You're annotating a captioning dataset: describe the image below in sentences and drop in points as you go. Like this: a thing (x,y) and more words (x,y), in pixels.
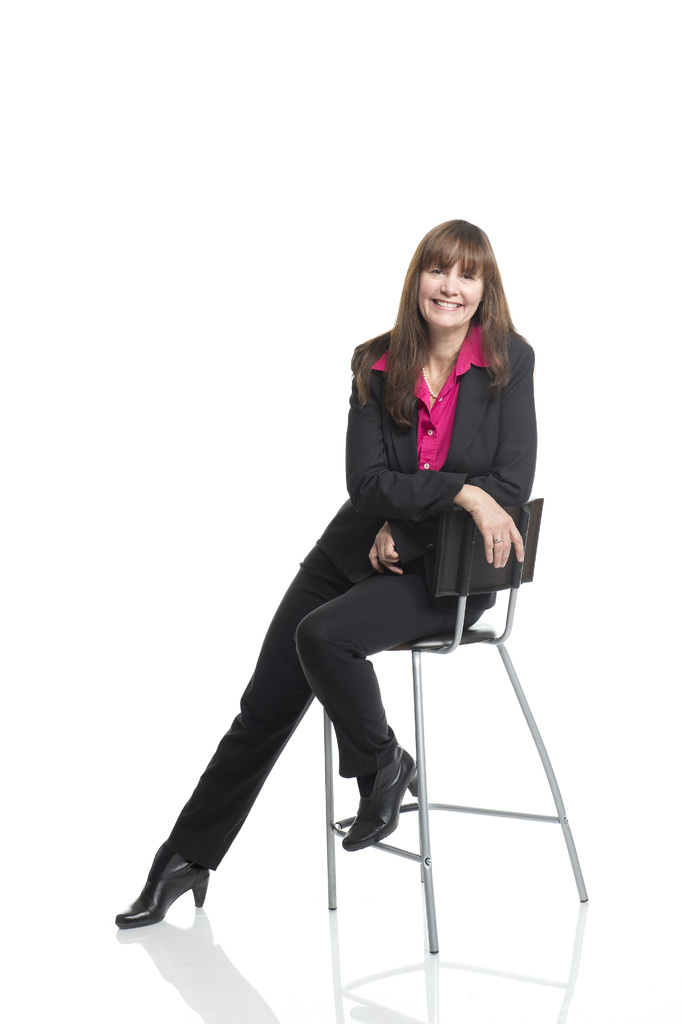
In this picture we can see a woman (376,509) sitting on a chair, she is smiling and in the background (318,525) we can see it is white color.
